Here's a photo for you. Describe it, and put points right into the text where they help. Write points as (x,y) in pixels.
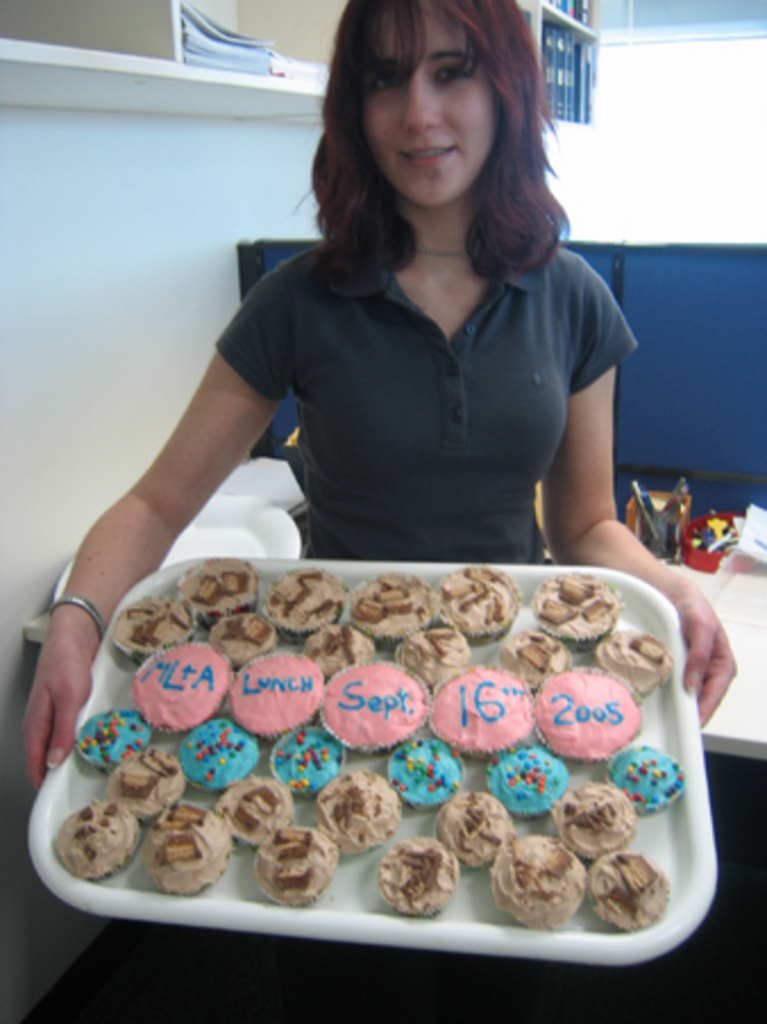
In this image in the front (320,620) there is food (366,687) on the tray (182,741) which is holded by the woman (345,359) standing in the center (430,375) and smiling. In the background (722,330) there is an object (680,328) which is blue in colour and there are pen stands (692,533) on the platform (761,568) and the other objects (276,548) which are white in colour. On the top (207,73) there are shelves (18,66) and in the shelf (139,62) there are books (321,66).
